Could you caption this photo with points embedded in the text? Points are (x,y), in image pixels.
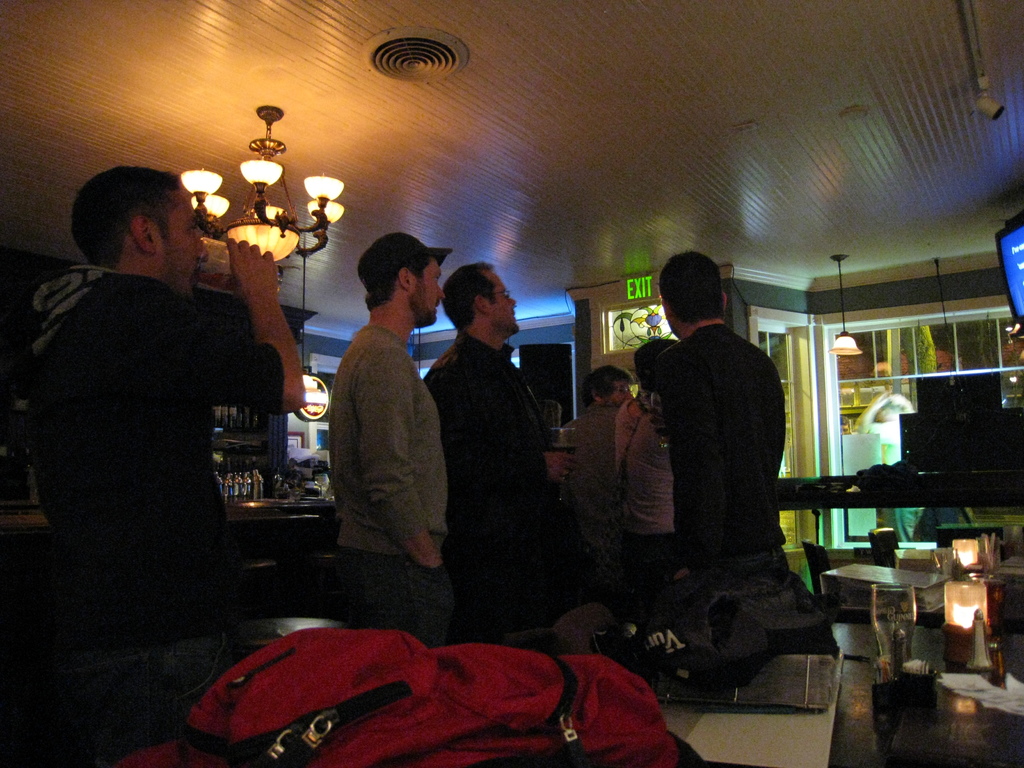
Here in this picture we can see a group of people (659,365) standing over a place (559,517) and the person (220,319) on the left side (157,525) is drinking something present in the glass (220,258) in his hand (236,287) and on the roof (226,173) we can see a chandelier (249,170) present and in the front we can see a table (936,577), on which we can see glasses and bags (359,662) present all over there and beside them we can see bottles of alcohol (255,479) here and there and on the right side (1002,276) we can see television (1014,272) present on the wall (988,273) over there.
